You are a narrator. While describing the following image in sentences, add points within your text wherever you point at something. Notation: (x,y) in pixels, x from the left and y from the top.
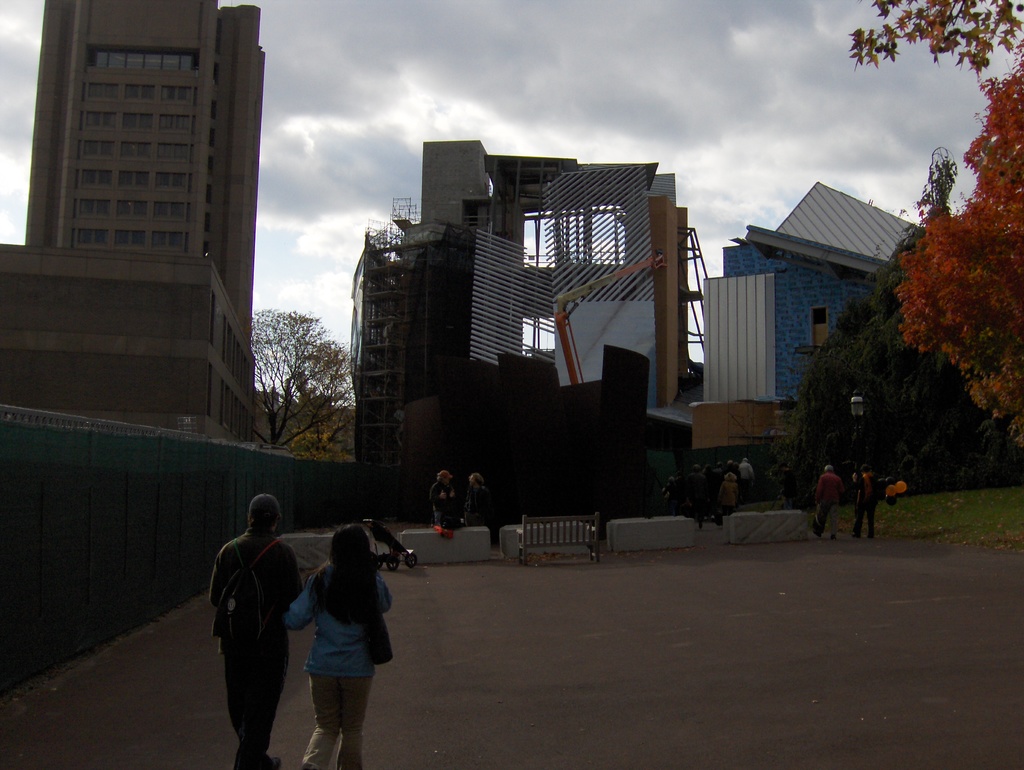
In this image at the bottom (266,520) there are some people (262,625) who are walking, and in the background (288,386) there are some buildings (536,241) and trees (272,390). On the left side (177,494) there is a wall (197,492), and at the bottom (677,651) there is a walkway (782,577).
